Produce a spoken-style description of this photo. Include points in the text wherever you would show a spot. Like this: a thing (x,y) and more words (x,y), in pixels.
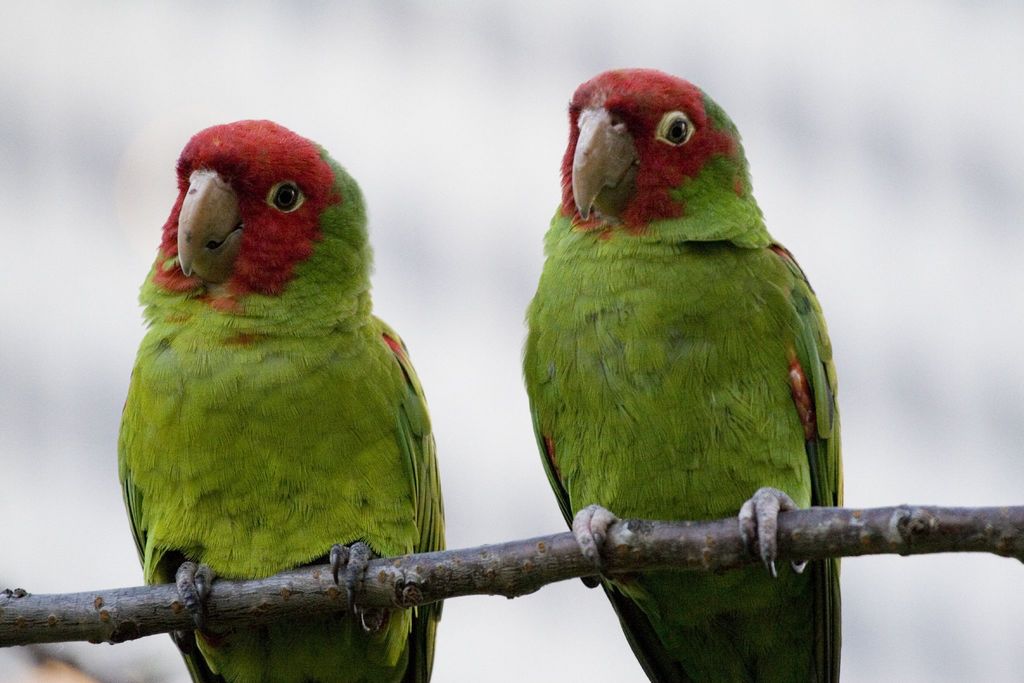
In this image I can see two parrots (398,404) are on a branch (285,610). The background of the image (476,152) is blurred.
